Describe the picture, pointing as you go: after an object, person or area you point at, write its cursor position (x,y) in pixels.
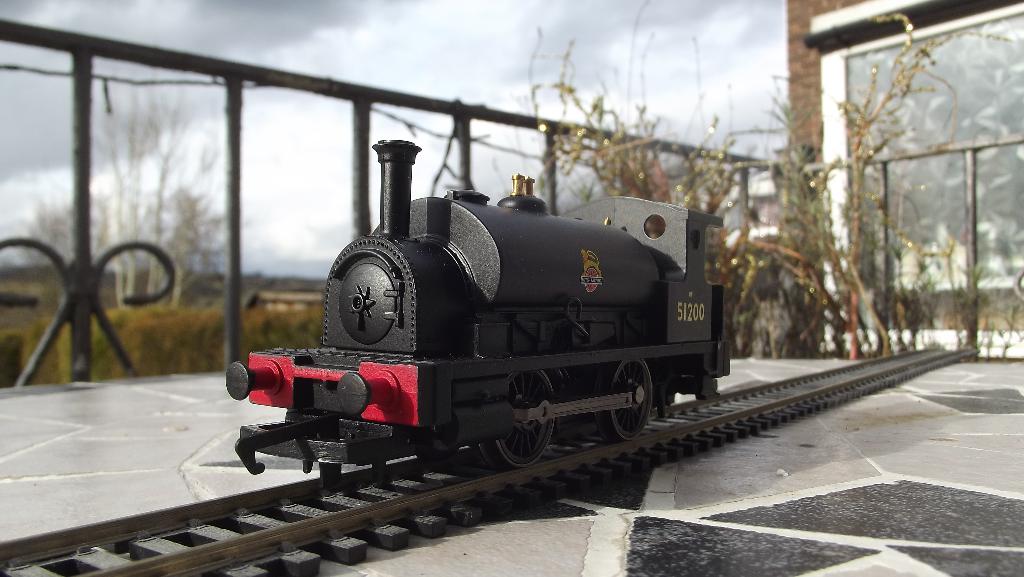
In the middle of this image (617,225), there is a black toy train (417,289) on a model railway track (443,503), which is on a surface (469,569), on which there are paintings (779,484). In the background (149,201), there are plants (945,253), trees (144,111) and grass (48,312) on the ground (196,298) and there are clouds (710,10) in the sky (710,10).
